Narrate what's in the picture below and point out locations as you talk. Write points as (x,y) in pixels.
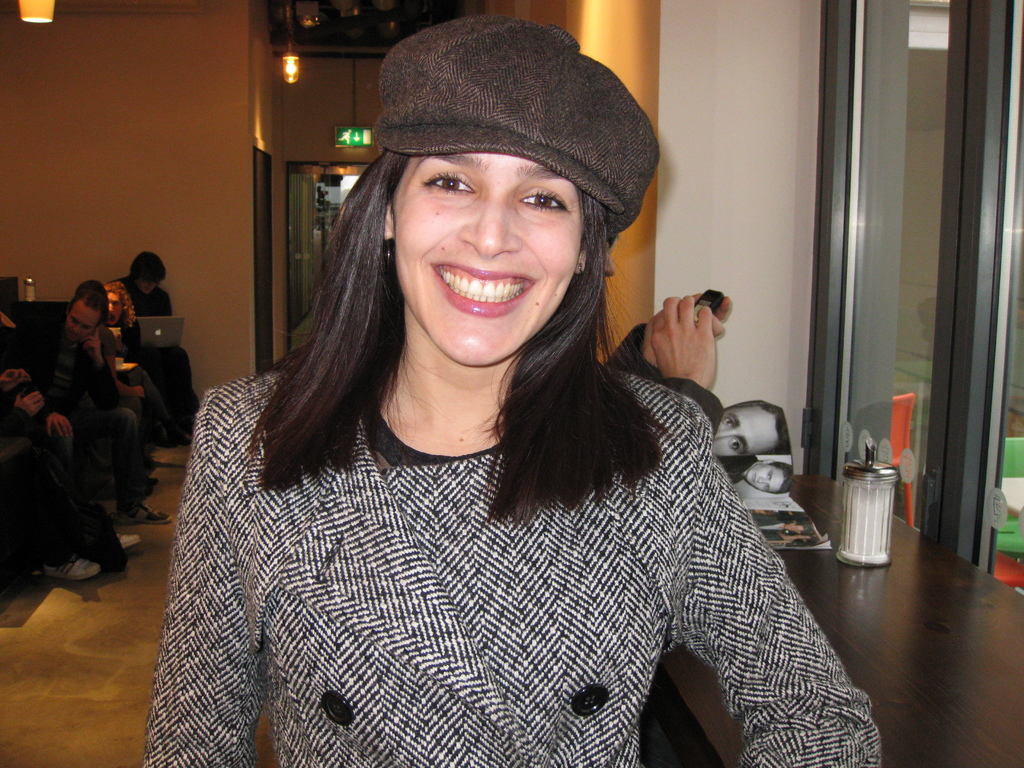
In this picture we can see a woman (359,240) wore a cap (536,75) and smiling. In the background (245,359) we can see some people (65,422), walls (200,305), lights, laptop (151,325), jars (866,518), book (770,490), window (882,187), direction board (358,131) and some objects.
